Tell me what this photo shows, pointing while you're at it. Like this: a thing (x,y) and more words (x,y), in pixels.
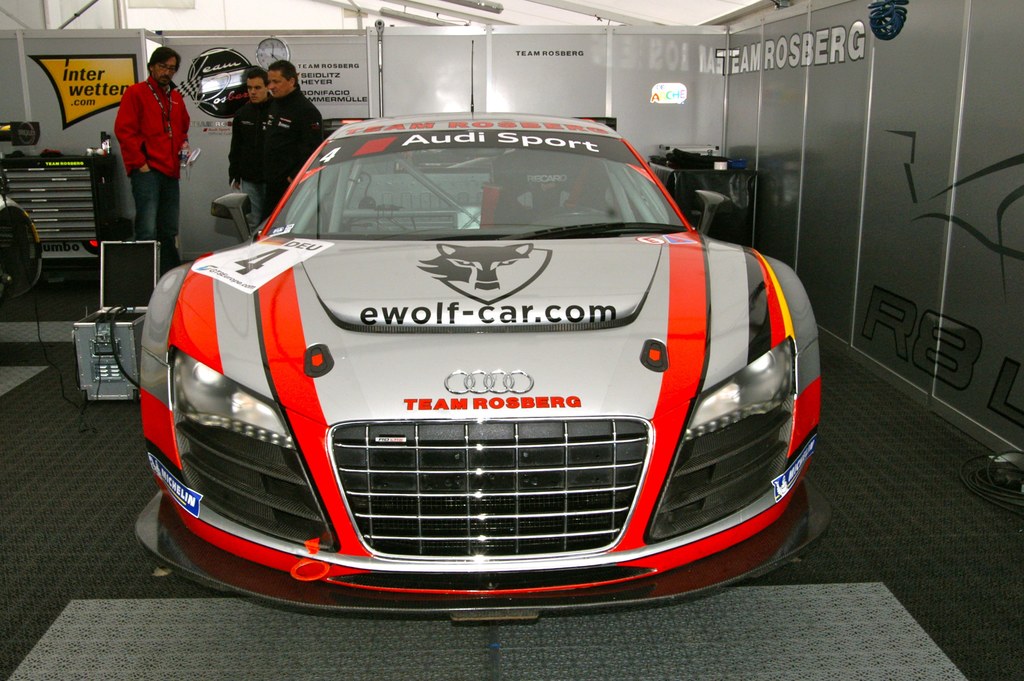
Here in this picture we can see a car (360,230) present on the floor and beside that we can see some people (236,117) standing and watching it and we can also see other equipments (118,293) also present near the car (716,193) and we can also see a tool box (71,183) also present and we can see a clock (267,42) present on the wall (212,190).
